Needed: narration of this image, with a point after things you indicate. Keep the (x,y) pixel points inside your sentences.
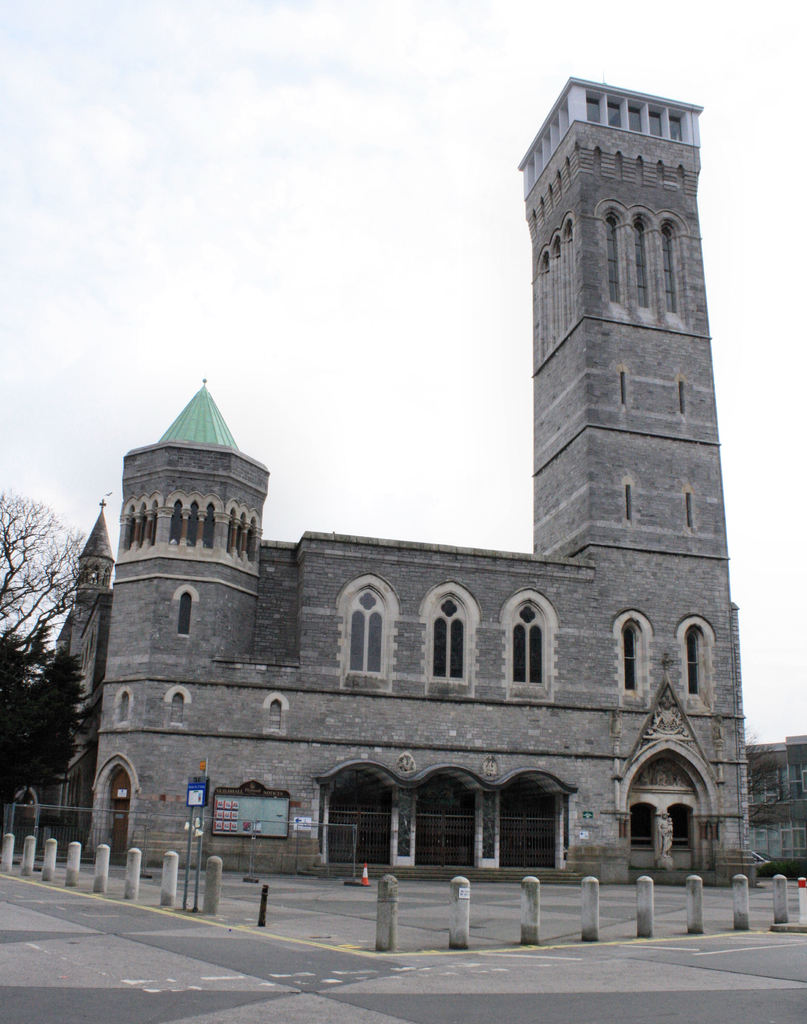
In this image I can see few buildings (456,596), windows (372,616), fencing (256,861), trees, poles (9,839), few boards (241,789) and the sky (373,219).
